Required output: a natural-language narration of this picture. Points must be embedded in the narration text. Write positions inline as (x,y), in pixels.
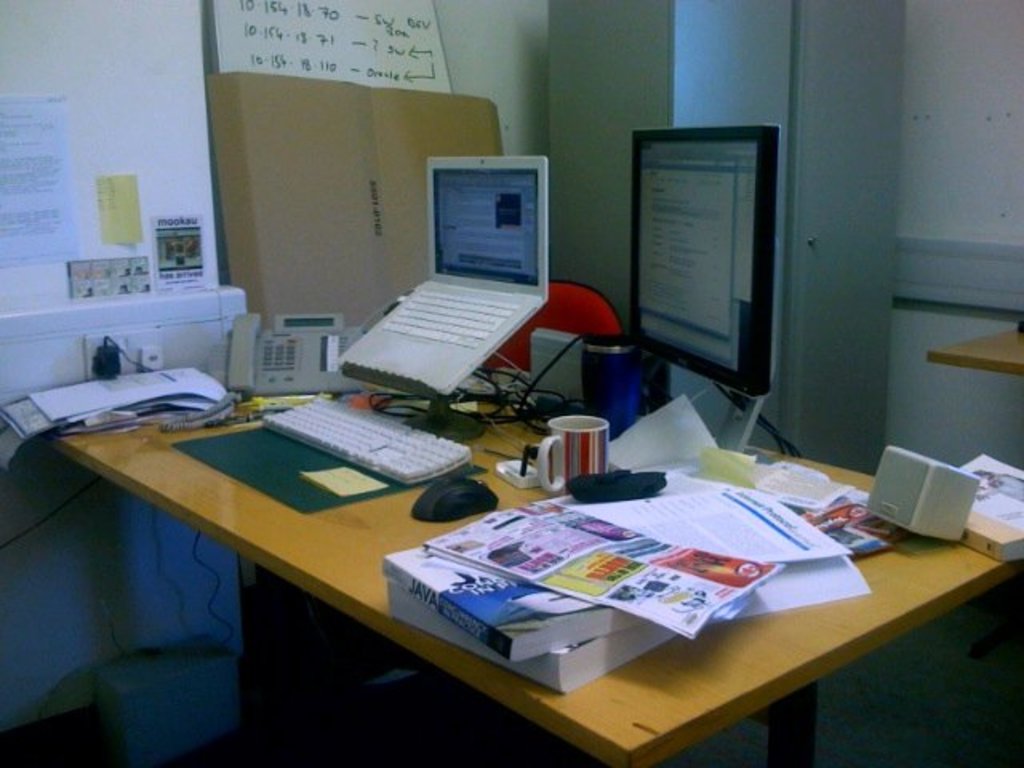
On the table (479,664) I can see the laptop (379,349), computer screen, keyboard (390,461), mouse (425,496), cup (589,355), speakers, telephone (298,345), papers (314,477), books (498,629), pen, cables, mat (235,467) and other objects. On the left (111,360) I can see the charger (98,356) which is placed on the socket (90,367), beside that I can see the posters (116,227) and carton box (264,205). In the top left (248,40) there is a white board (270,40) which is placed on this carton box (240,83). On the right (1008,344) I can see another table (987,337) which is placed near to the wall (967,304), beside that I can see the pillar (856,360). In the bottom left (166,667) I can see a blue color box (139,701) which is placed on the floor (49,748).
